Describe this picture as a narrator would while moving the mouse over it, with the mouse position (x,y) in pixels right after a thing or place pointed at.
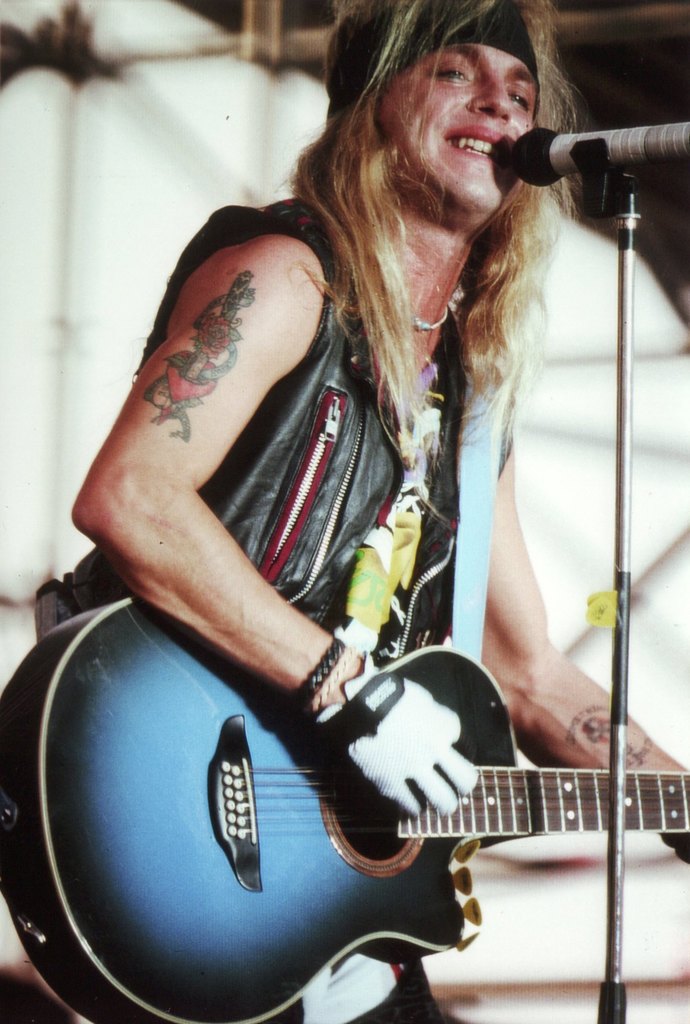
There is a person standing in front of microphone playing guitar (166,712).
